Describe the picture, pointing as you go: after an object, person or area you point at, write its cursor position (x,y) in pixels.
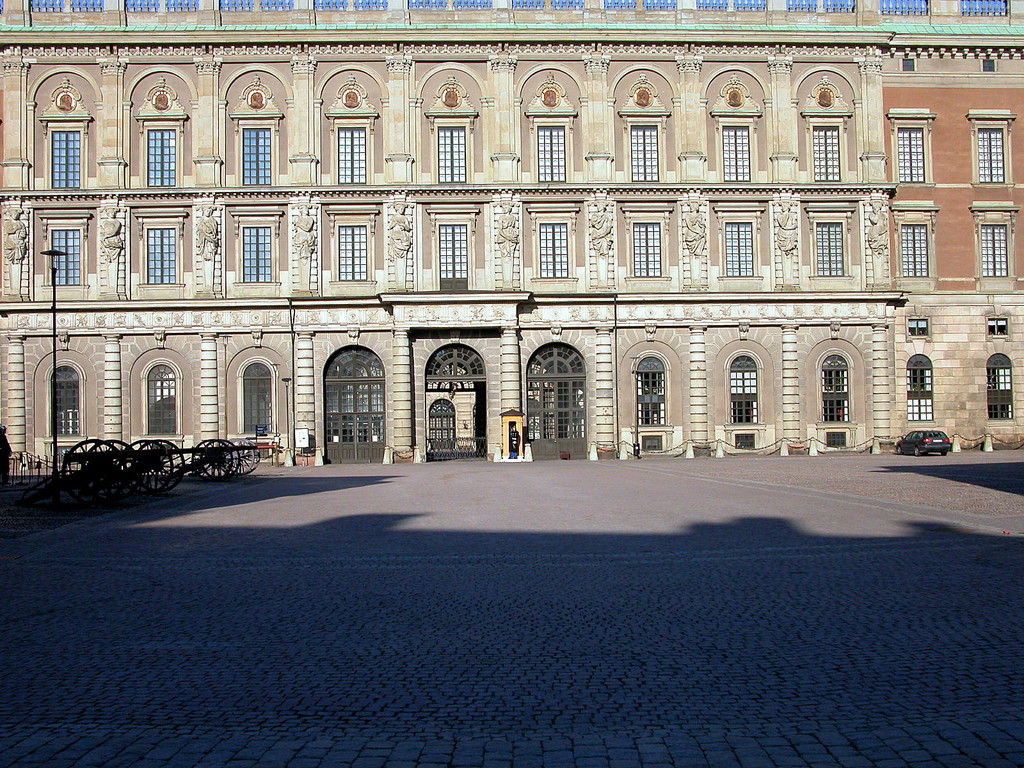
In this picture we can see the ground (566,580), car (943,441), carts (220,470), building (127,432) with windows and some objects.
